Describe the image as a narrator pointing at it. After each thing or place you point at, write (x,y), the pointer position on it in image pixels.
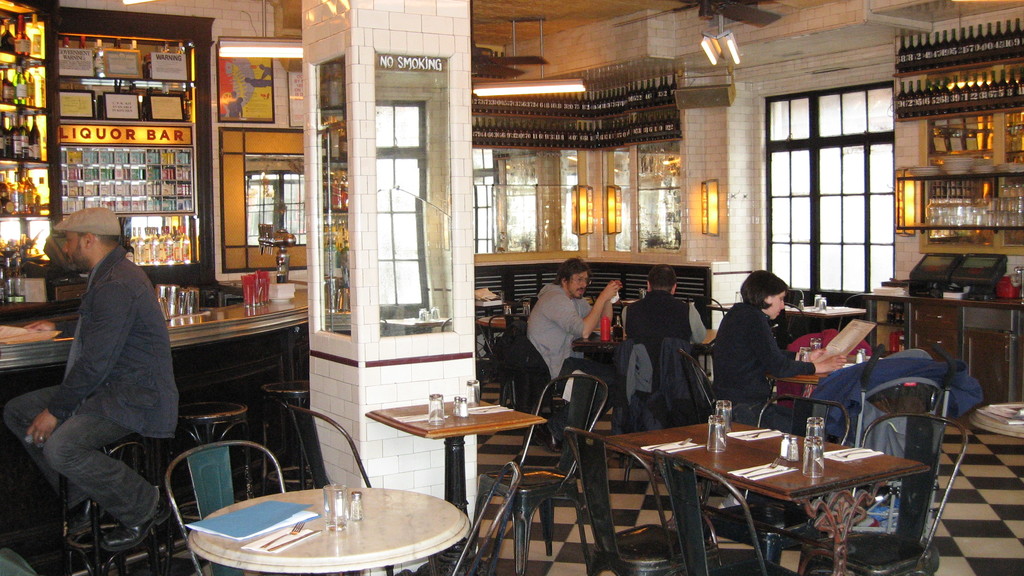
In this picture we can see the inside view of a bar (284,152). Here we can see many bottles (2,195) in the rack (988,152). This is the wall (738,157), and this is the door (811,250). These are the lights (708,207) here we can see few people (553,291) are sitting on the chairs (914,533). This is table (782,485) and on the table (731,443) there are some glasses (810,426). This is the floor (1002,509), here we can see some electronic devices (991,287). And he wear a cap (113,226).
